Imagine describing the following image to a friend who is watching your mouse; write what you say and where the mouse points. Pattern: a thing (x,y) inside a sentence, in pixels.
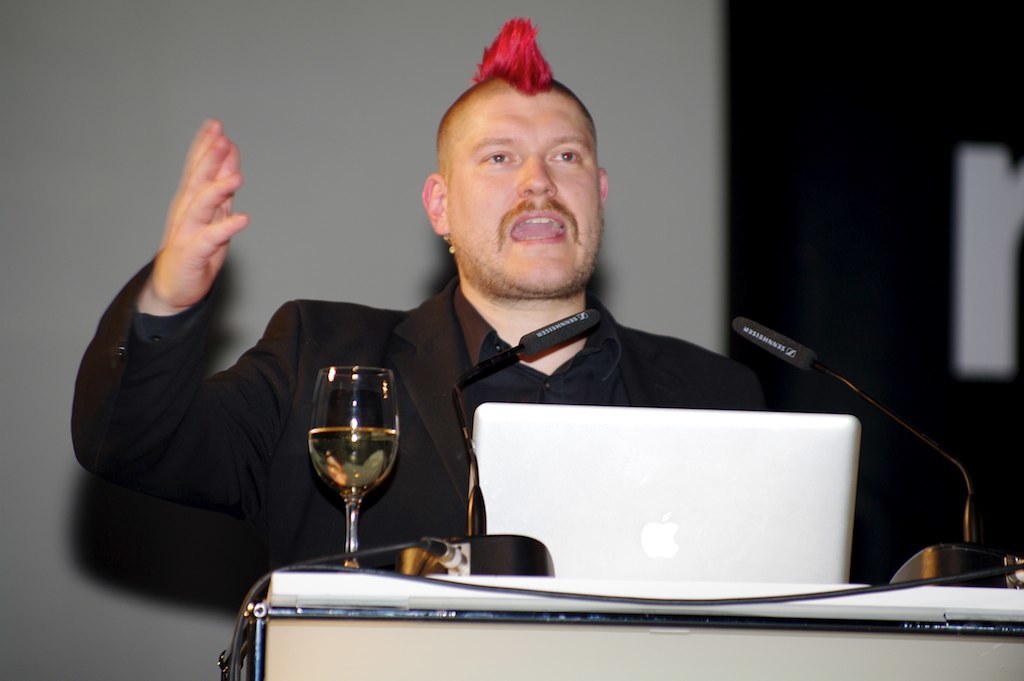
In this picture there is a man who is standing in the center of the image (448,443) and there is a desk (399,635) in front of him, on which there is a laptop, a glass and there are two mics (513,353) on it.
